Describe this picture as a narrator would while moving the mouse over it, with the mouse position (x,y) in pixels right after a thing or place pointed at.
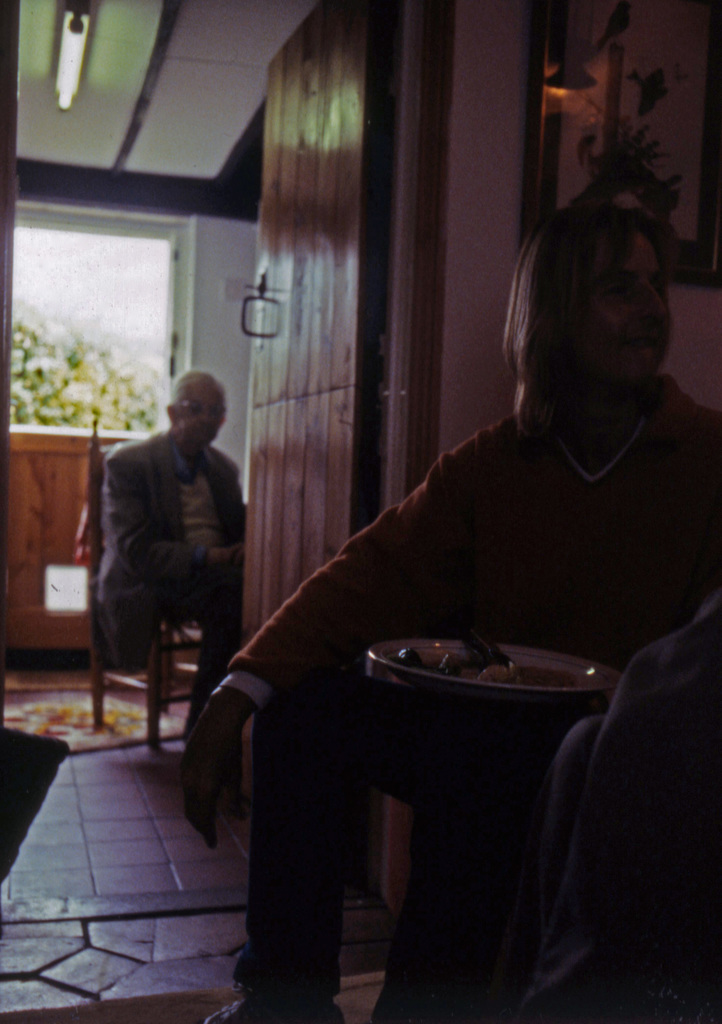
There are two persons (330,855) sitting on the chairs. This is floor (163,903) and there is a mat (114,695). Here we can see a plate (518,657), frame (646,55), wall (251,264), glass (146,325), and a light (62,101).
